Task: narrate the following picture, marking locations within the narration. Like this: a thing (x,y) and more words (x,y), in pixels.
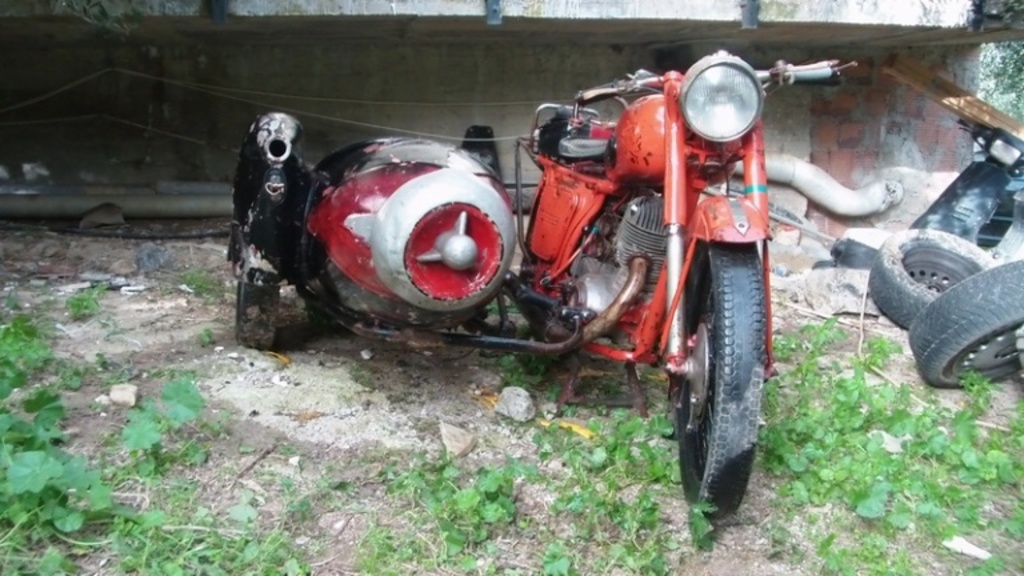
In this image we can see vehicles (955,200), wheels (930,269), pipes (191,205) and plants (13,353).
